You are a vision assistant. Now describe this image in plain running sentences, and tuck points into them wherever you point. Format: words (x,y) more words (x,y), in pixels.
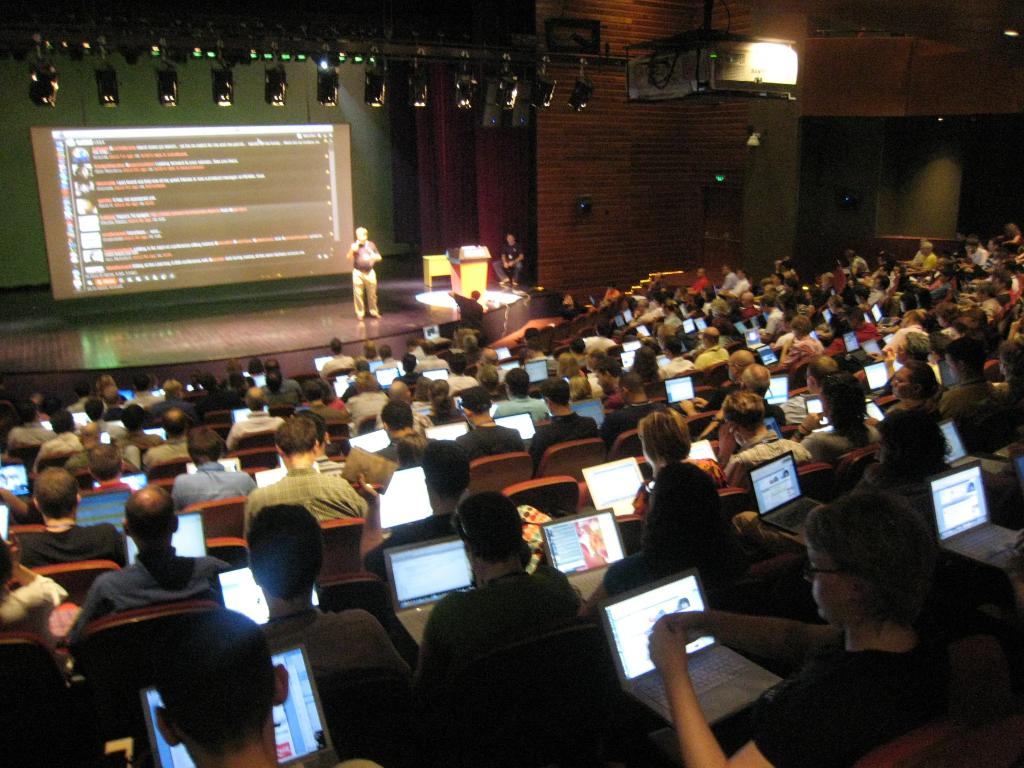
In this image we can see some people (211,494) sitting on chairs (717,370) in a room (588,446) holding laptops (621,632), a man (359,308) standing on the stage (384,289), a projector (706,67) and lights (469,78) on the top (724,56) and presentation (244,156) in the background (232,148).
